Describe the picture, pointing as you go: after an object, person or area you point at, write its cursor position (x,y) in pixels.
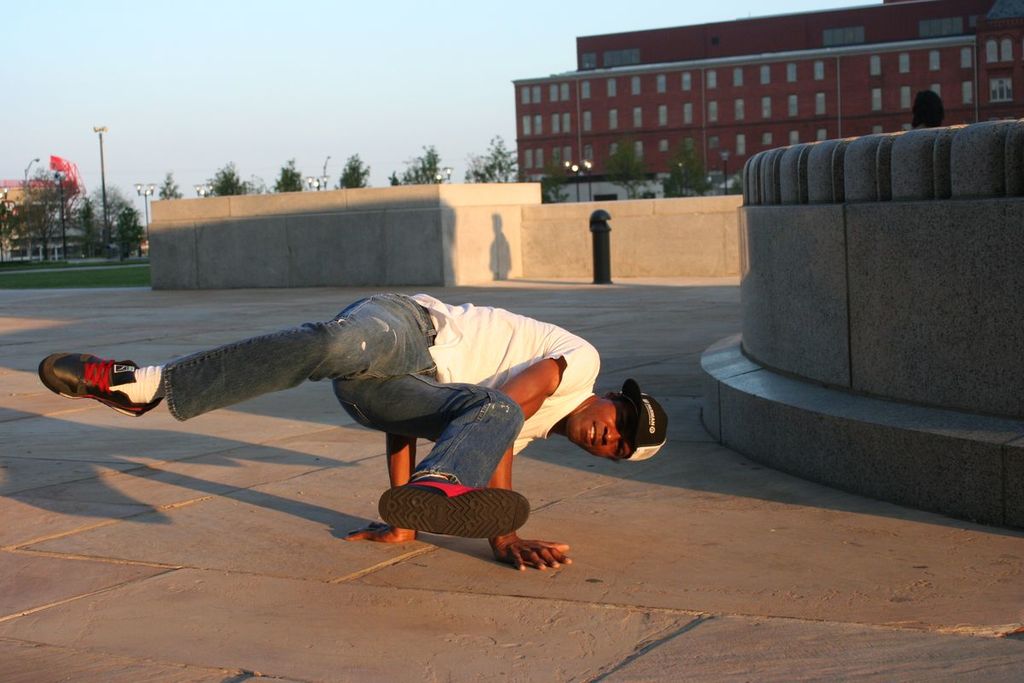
In this image I can see a person (383,380). I can see few trees (423,169). In the background (992,74) I can see a building (1002,65). I can see the sky (455,117).
